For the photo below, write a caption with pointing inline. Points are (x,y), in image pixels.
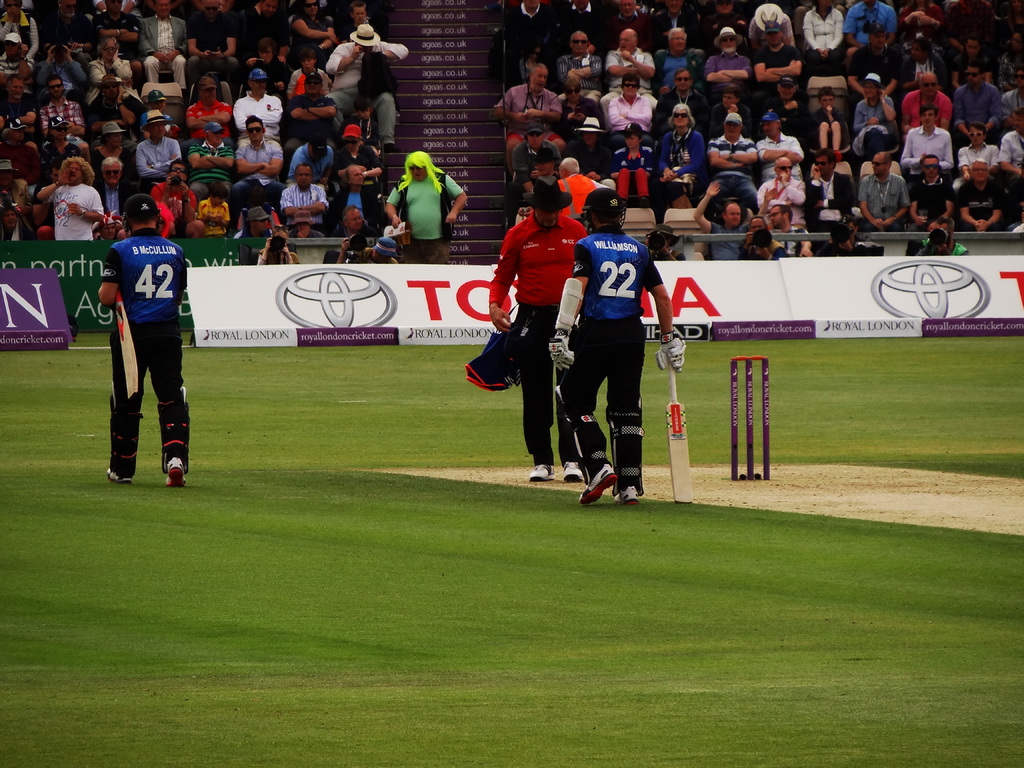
It is a cricket ground (720,424), here a man (620,199) is walking by holding a bat (674,440), he wore a blue color t-shirt (627,286). Beside him, he is an umpire (548,261), few people (522,107) are sitting and observing this match from there.
